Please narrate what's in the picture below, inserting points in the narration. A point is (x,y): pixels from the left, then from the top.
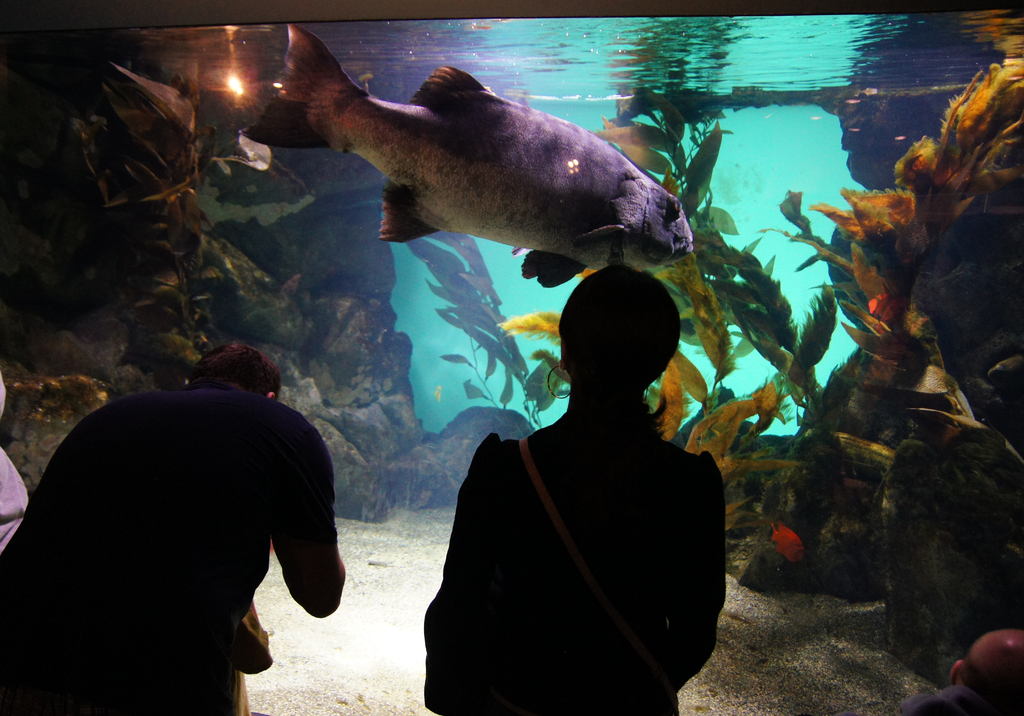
In this image I can see two people (217,651) standing in-front of an aquarium (461,338). In the aquarium (550,315) I can see few fish (418,200), plants (480,269), rocks (347,455) and the water (439,333).
